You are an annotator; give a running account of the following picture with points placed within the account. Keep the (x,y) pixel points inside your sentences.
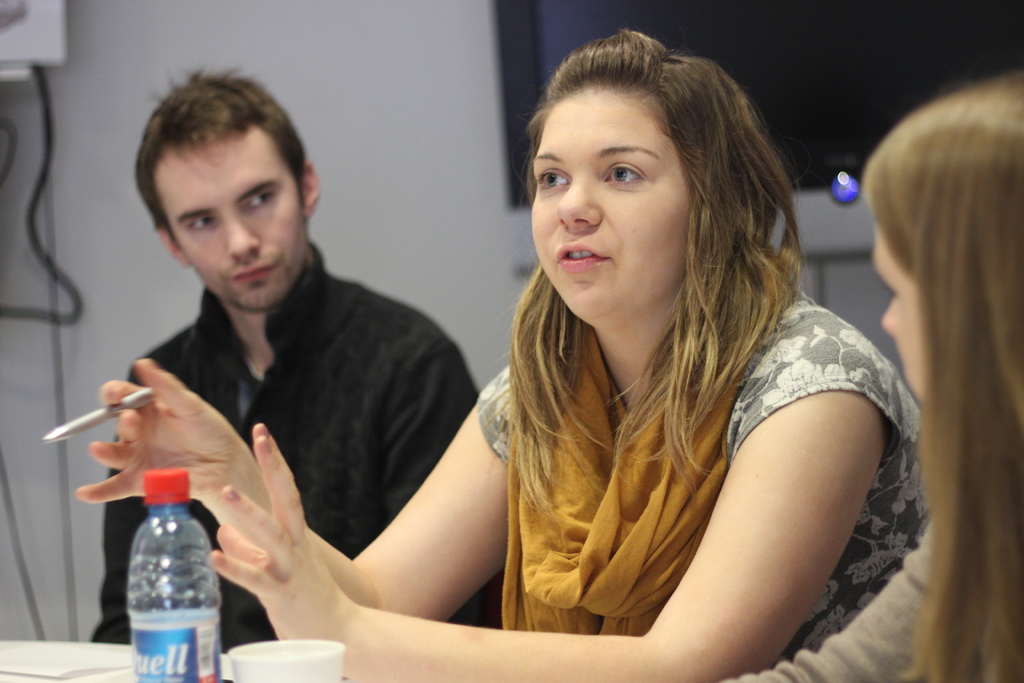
This woman (708,362) wore scarf (646,616) and holding a pen (142,402). In-front of this woman (621,601) there is a table (80,654), on a table (43,656) there is a cup (290,670), paper (114,653) and bottle (177,588). This person (294,399) wore a black jacket (351,397). A television (543,31) on wall (427,37). This is a cable (49,135).
